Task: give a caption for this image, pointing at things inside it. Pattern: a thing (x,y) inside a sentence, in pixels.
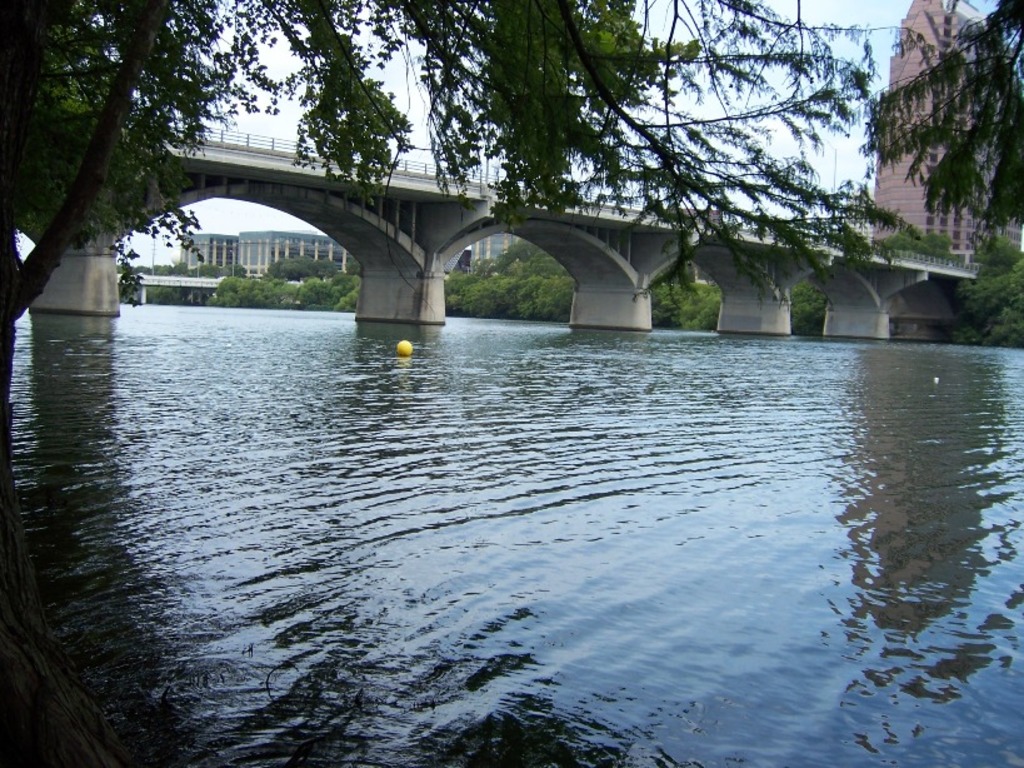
In this image we can see a bridge (397,284), there is the water (371,447), there are trees (696,225), there are buildings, there is sky (646,113) at the top (740,192).
